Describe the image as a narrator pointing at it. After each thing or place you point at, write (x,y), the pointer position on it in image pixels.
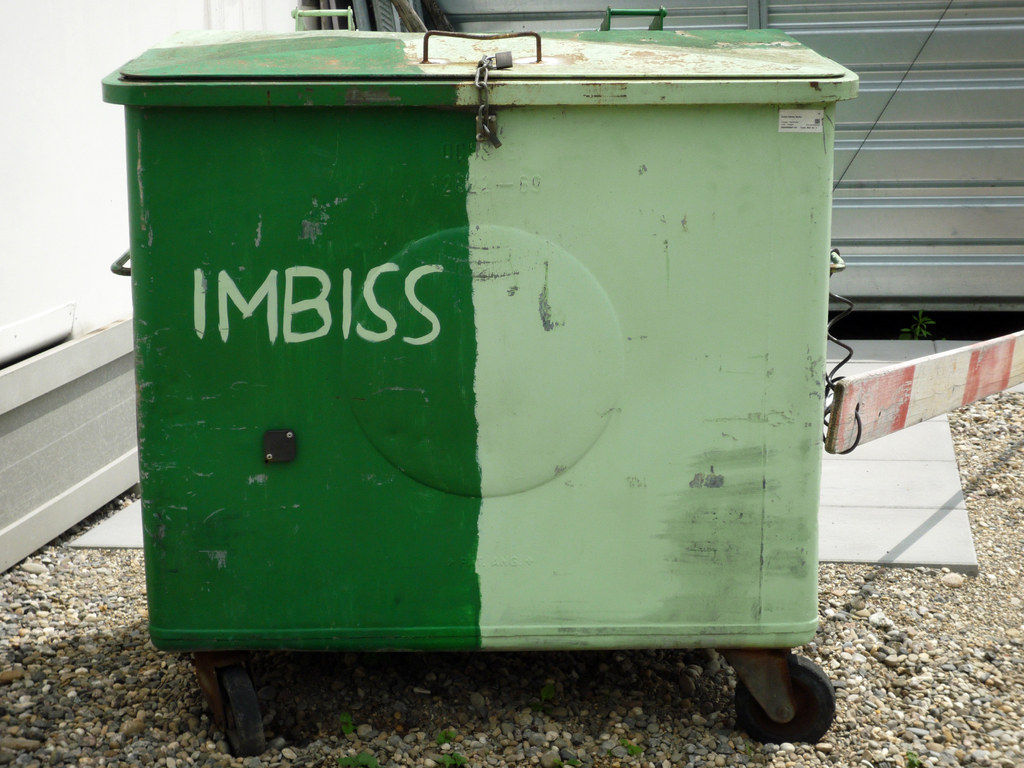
In this picture there is a box (617,201) and there is a text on the box (346,271) and it has wheels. At the back (962,34) there is a railing (941,366). At the bottom (974,690) there are stones (488,740).
